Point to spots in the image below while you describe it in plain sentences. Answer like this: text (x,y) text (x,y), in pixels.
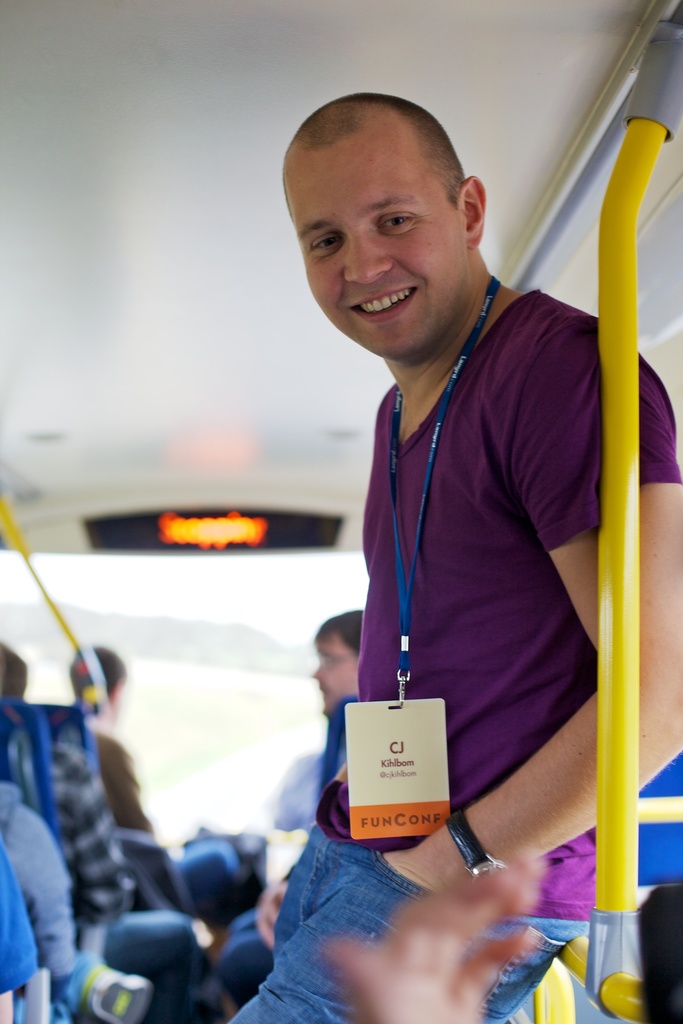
Here we can see a man (261,1023) and there is a rod (620,1002). He wore an Id card (360,761) and he is smiling. There are few persons (134,1006) inside a vehicle (616,850).
